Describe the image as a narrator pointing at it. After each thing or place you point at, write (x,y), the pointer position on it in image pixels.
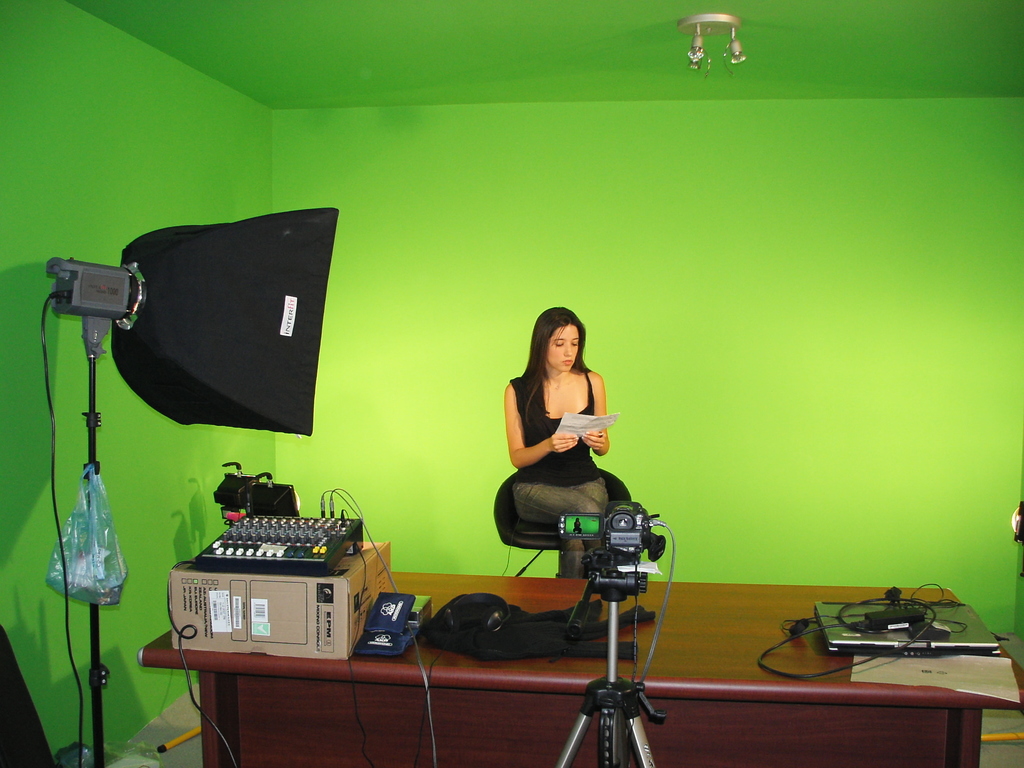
In the middle of the image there is a stand (605,740) with a video camera (618,544). Behind that there is a table (689,669). On the table (587,680) there is a laptop (890,635) with charger (911,620), cardboard box (301,591) with an object (291,538) and also there are some other things (509,606) on it. Beside the table (703,615) there is a stand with black object (251,316). Behind the table (568,602) there is a lady (520,510) sitting on the chair (500,522) and holding a paper (600,424) in the hand (593,435). At the top of the image (732,46) there are lights (702,50).
